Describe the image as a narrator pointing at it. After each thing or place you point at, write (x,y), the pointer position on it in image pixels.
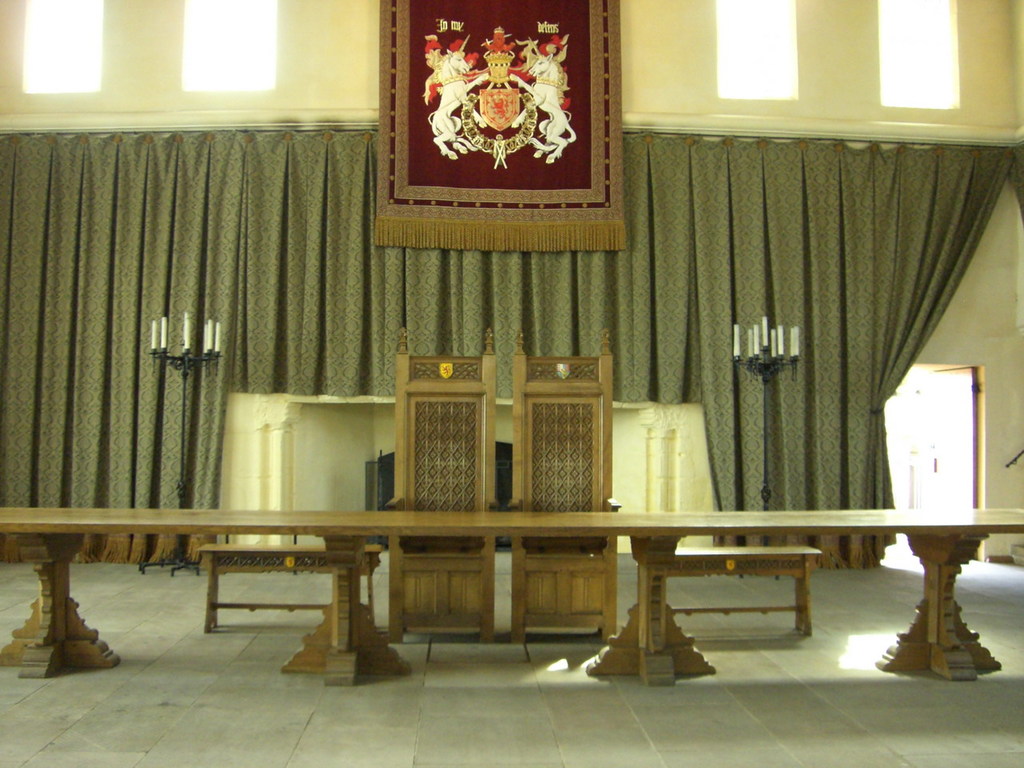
In this image we can see the chairs (425,433), benches (730,570) and also the wooden table (952,591). In the background (225,297) we can see the curtain (695,219), door (937,397), wall (338,50), candles (188,328) and also the ventilators (83,43). We can also see some mat (523,36). At the bottom (950,726) we can see the floor (535,715).
